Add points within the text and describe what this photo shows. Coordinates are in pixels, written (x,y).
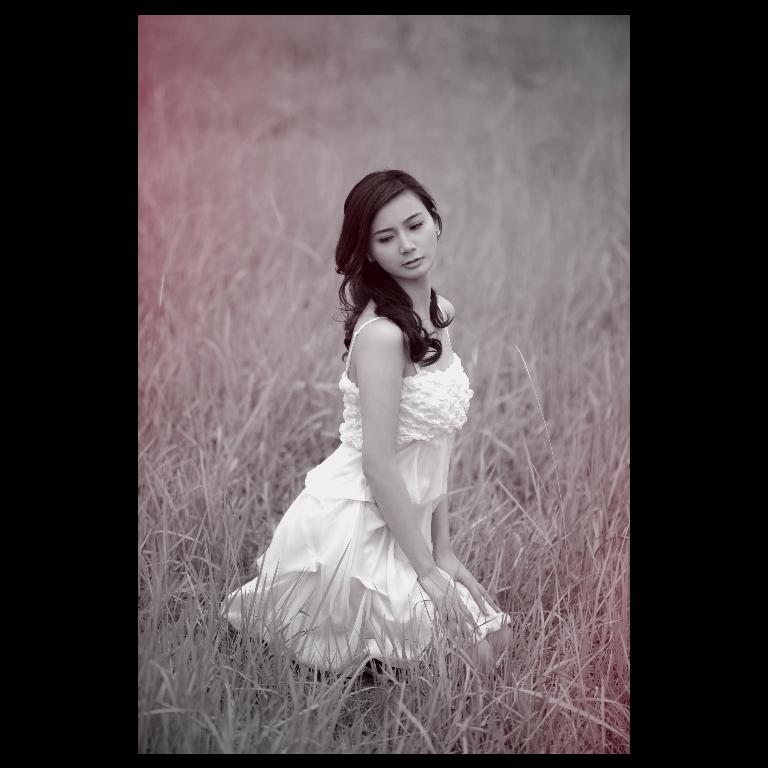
In this image I can see a woman (445,418) wearing a white color skirt (355,488), kneeling on grass (247,457).
